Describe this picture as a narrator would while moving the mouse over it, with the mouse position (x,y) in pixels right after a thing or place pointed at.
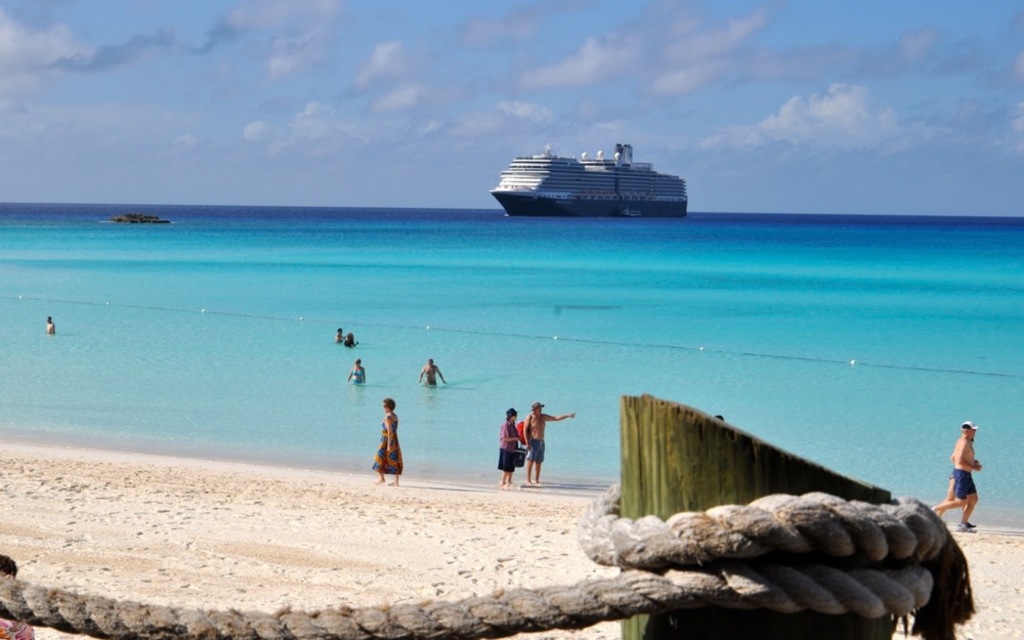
In this image we can see sky (153,111) with clouds (829,107), ship (568,208) on the sea (403,250), persons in the water (411,388), person's (386,460) on the sea shore (438,516) and a log (719,501) tied with rope (676,520).
